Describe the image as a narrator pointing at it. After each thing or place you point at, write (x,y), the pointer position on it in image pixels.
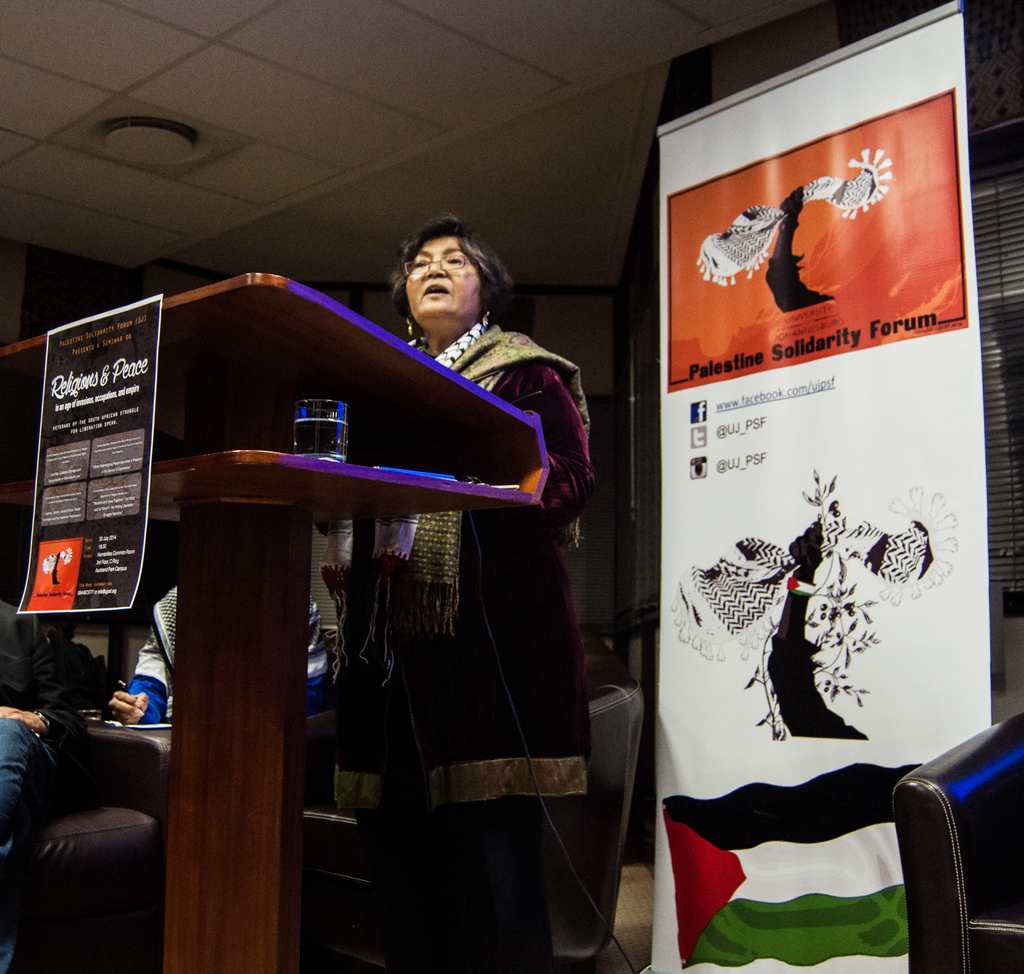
In this image in the center (436,335) there is one woman (423,517) standing, and in front of her there is podium (249,432), glass (299,428) and a board (135,465). On the right side (766,594) there is a board (778,733) and chair (940,782), and in the background (42,701) there are some persons (44,731) sitting on chairs (34,870). And also there are some other objects (600,517), at the top (262,150) there is ceiling (278,127).
